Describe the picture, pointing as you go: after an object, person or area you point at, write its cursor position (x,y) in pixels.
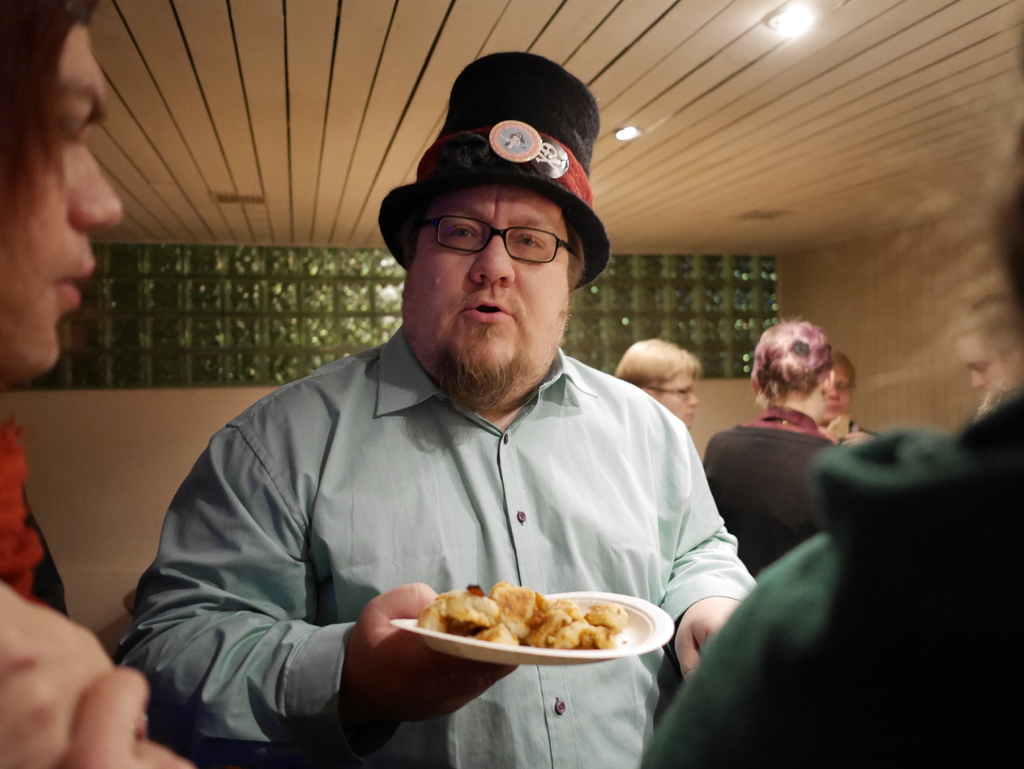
In this image we can see one person (524,536) holding a plate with food items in it, beside we can see few people (94,202) standing. And we can see the wall (911,420) in the background (860,274), at the top (788,111) we can see the ceiling (786,95) with the lights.
